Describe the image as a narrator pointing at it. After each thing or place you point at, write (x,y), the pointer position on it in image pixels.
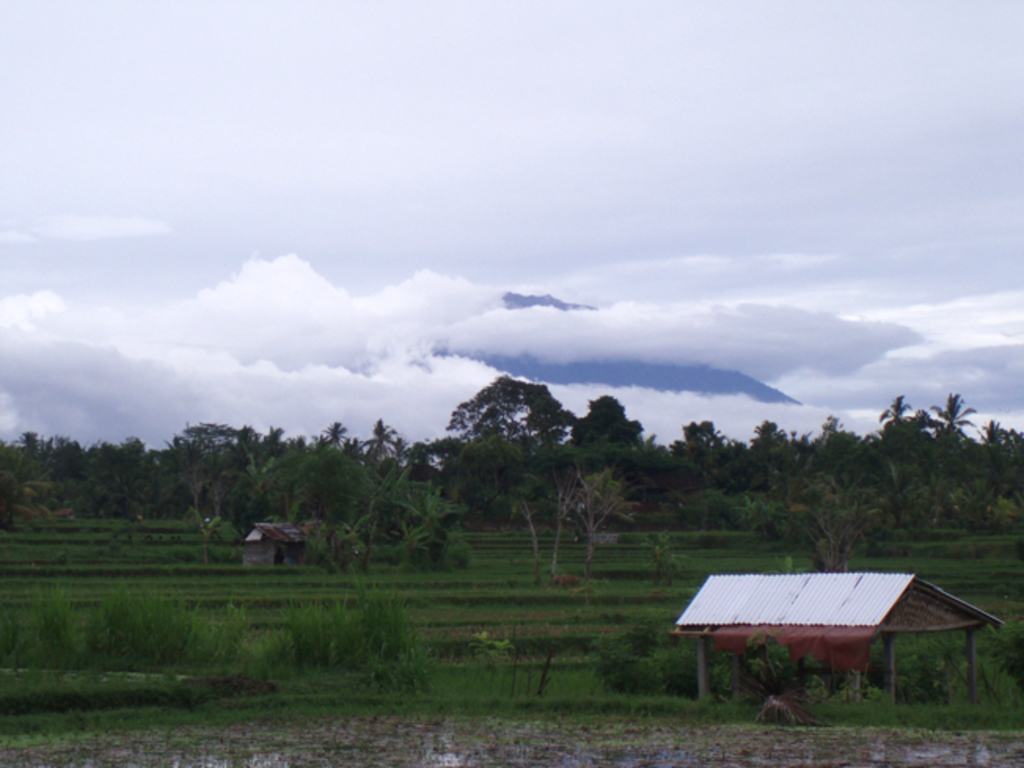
In this image I can see a shed (937,616), background (439,635) I can see grass (324,635) and trees (494,489) in green color and sky (517,251) is in white and blue color.
